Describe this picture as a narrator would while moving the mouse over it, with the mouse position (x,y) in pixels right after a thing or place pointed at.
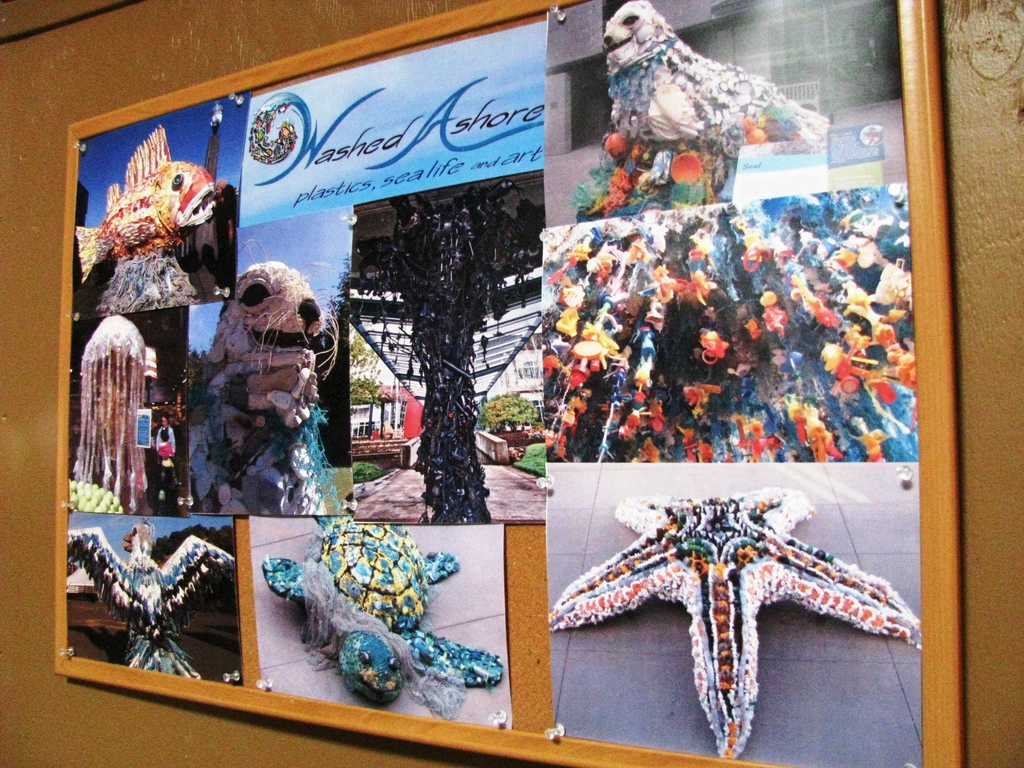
In this image we can see a board (609,424) with pictures (332,368) and text (541,123) on it, which is on the wall (967,264).
